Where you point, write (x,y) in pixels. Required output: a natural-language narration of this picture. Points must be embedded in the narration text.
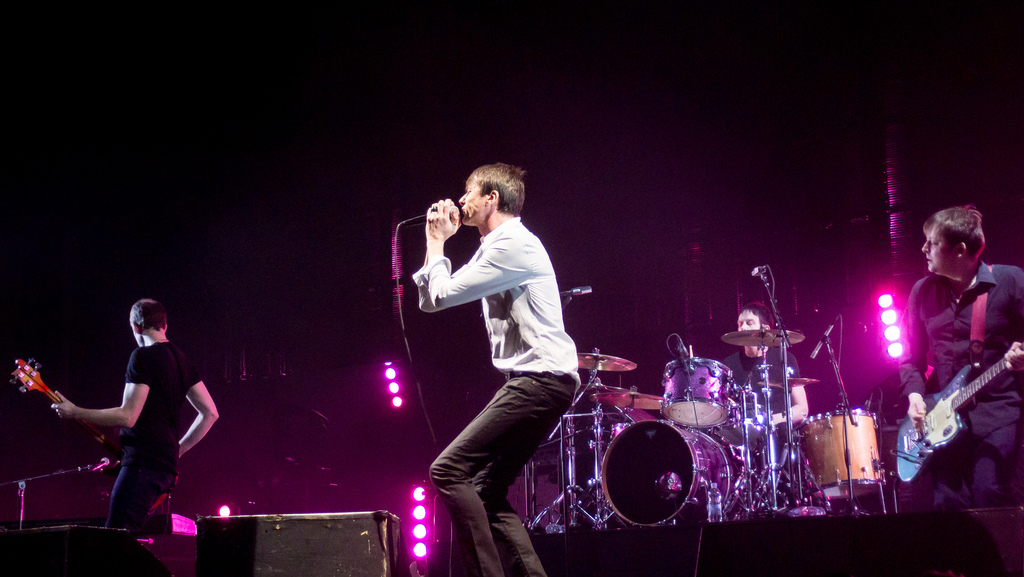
Front this man (499,297) wore white shirt (499,311) and singing in-front of mic (455,214). Far these three persons (948,332) are playing musical instruments (713,377). At background (896,353) there are focusing lights (893,337).
